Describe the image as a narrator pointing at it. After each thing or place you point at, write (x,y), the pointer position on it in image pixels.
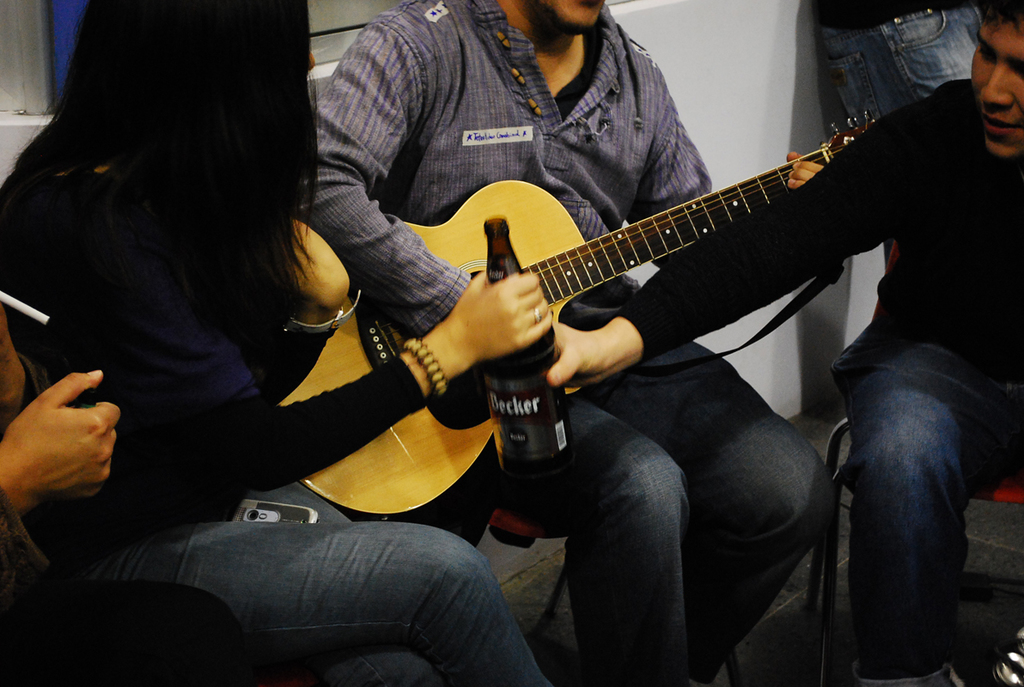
In this picture we can find a man (351,216) sitting with a guitar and just beside him there is a woman (252,193) sitting and holding beer bottle (514,409). IN the background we can find a wall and person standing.
